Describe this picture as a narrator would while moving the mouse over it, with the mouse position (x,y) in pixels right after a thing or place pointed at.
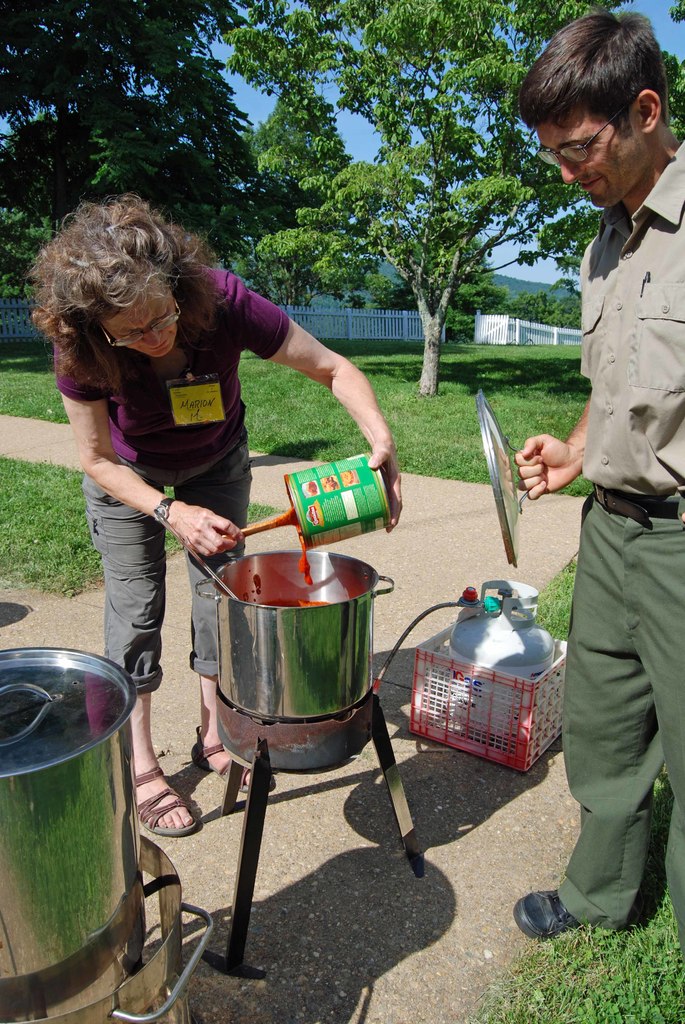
In this picture I can see a man (578,436) and a woman (113,431) are standing. Here I can see these people (150,355) are holding some objects (315,519) in the hand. In the background (364,196) I can see trees (374,196), white color fence (360,323) and the grass (458,427). Here I can see some objects (104,843) on the ground (337,802).
